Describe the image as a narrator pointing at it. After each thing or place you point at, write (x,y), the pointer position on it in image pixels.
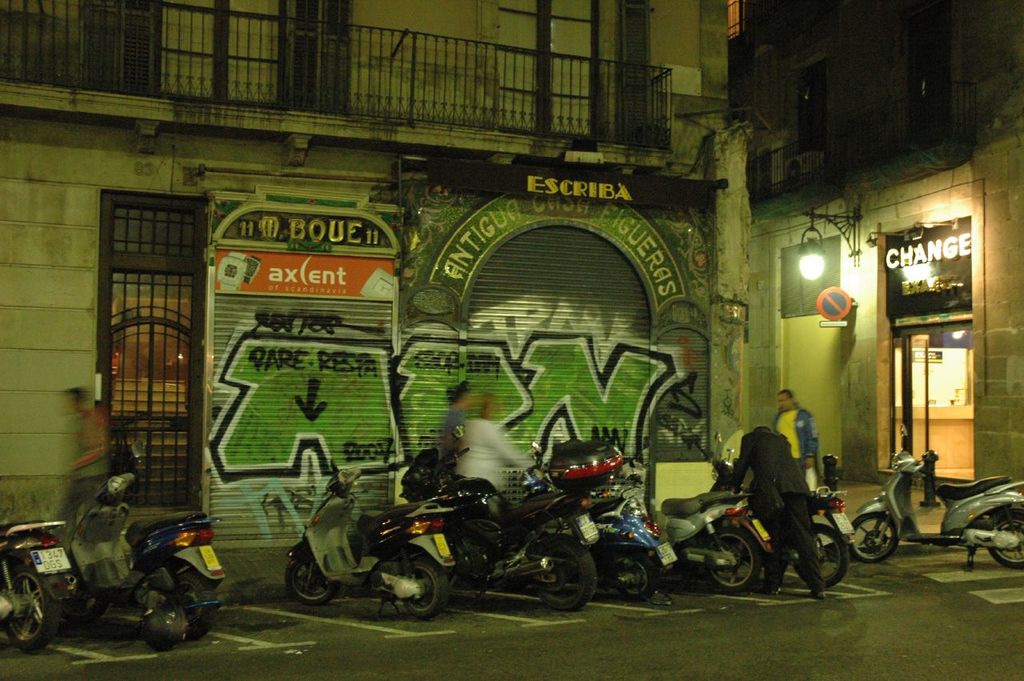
There are bikes (108,534) parked on the road (916,561), on which there are white color lines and some persons (812,438). In the background (812,267), there is a light (819,252) attached to a wall (859,195) of a building (877,188), there are hoardings (515,209) on the walls (349,150) of the buildings (497,208) and there is a fence (387,78).
